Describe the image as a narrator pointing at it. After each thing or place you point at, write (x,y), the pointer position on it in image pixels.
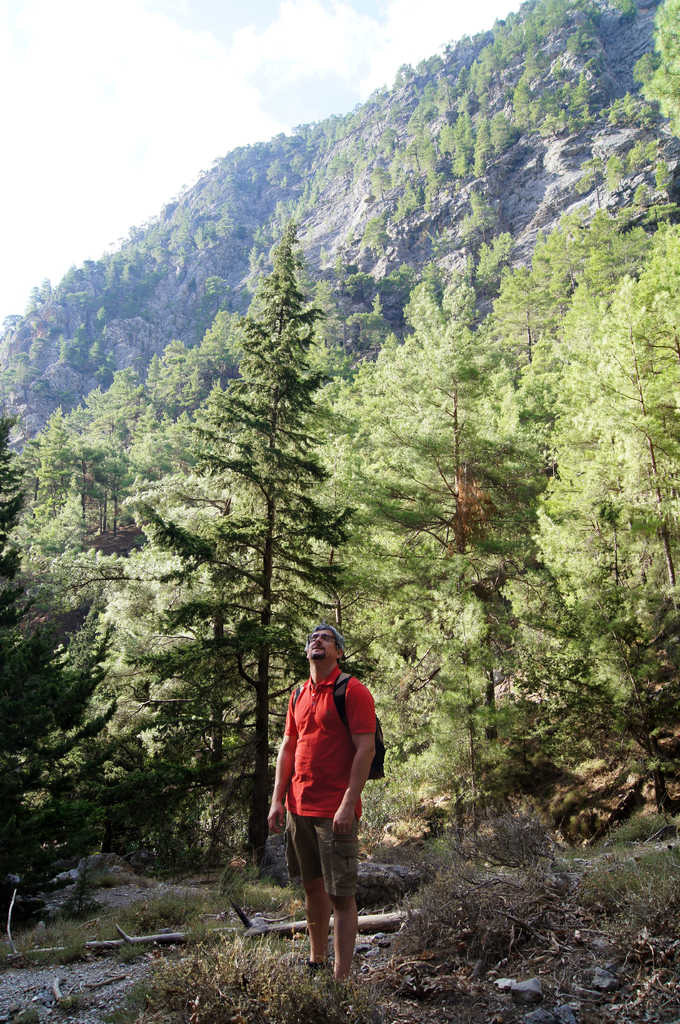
In the picture there is a person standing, there are many trees (243,469), there is a mountain (524,31), there is a cloudy sky (187,112).
